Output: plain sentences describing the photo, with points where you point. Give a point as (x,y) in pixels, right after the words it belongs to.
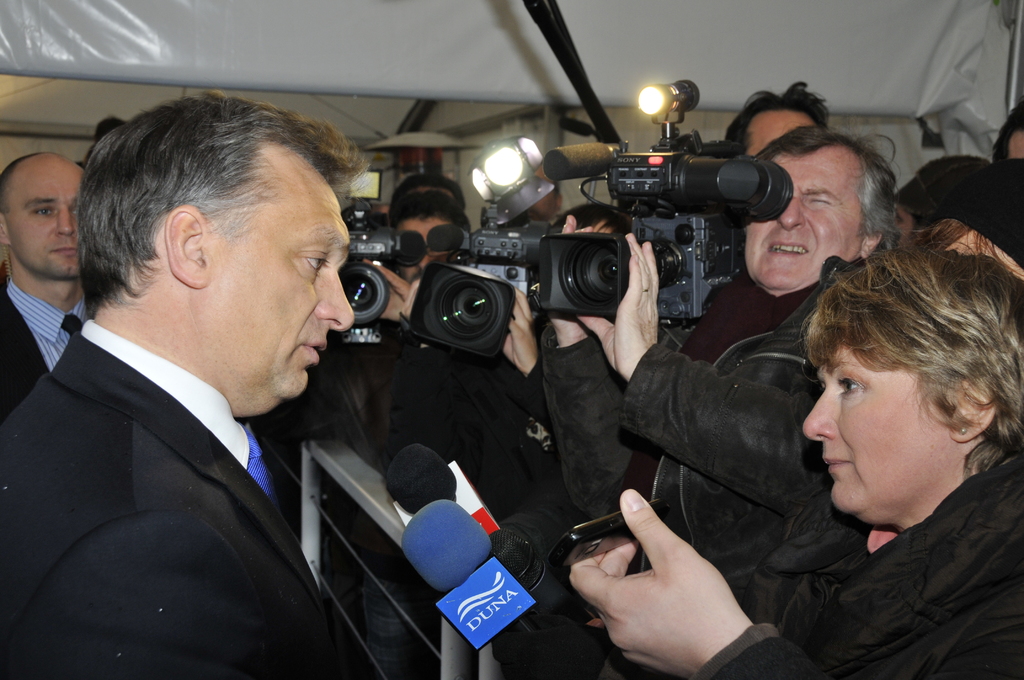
This image is taken indoors. In the background (79,129) there is a wall (479,148). On the left side of the image (128,260) two men (292,334) are standing on the floor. On the right side of the image (795,116) a few people (835,211) are standing on the floor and clicking pictures with cameras (725,159) and a woman (925,254) is holding a mic (492,567) in her hand (674,616).
